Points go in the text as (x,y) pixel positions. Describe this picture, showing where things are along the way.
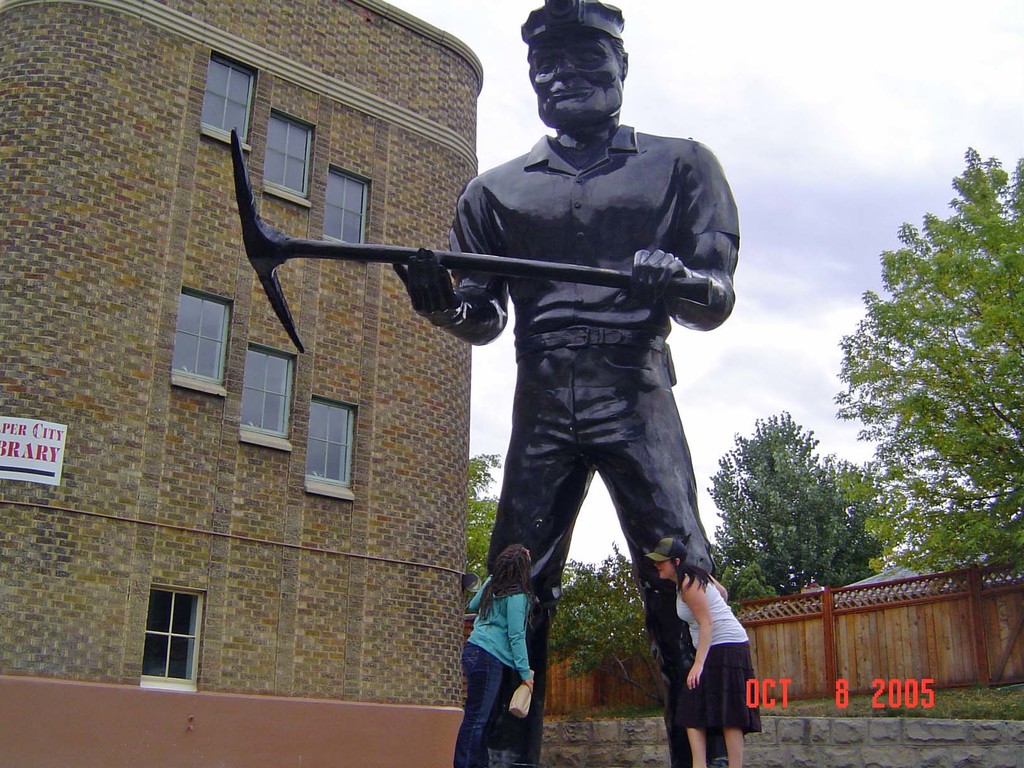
This is an outside view. Here I can see a statue (553,386) of a person (541,408) holding an object (348,252) in the hands (634,279). At the bottom of this statue (537,706) two women (699,623) are standing. On the left side (125,338) there is a building (146,392). In the background (796,493) I can see fencing (865,625) and trees (787,521). At the top of the image (778,116) I can see the sky (839,83).
